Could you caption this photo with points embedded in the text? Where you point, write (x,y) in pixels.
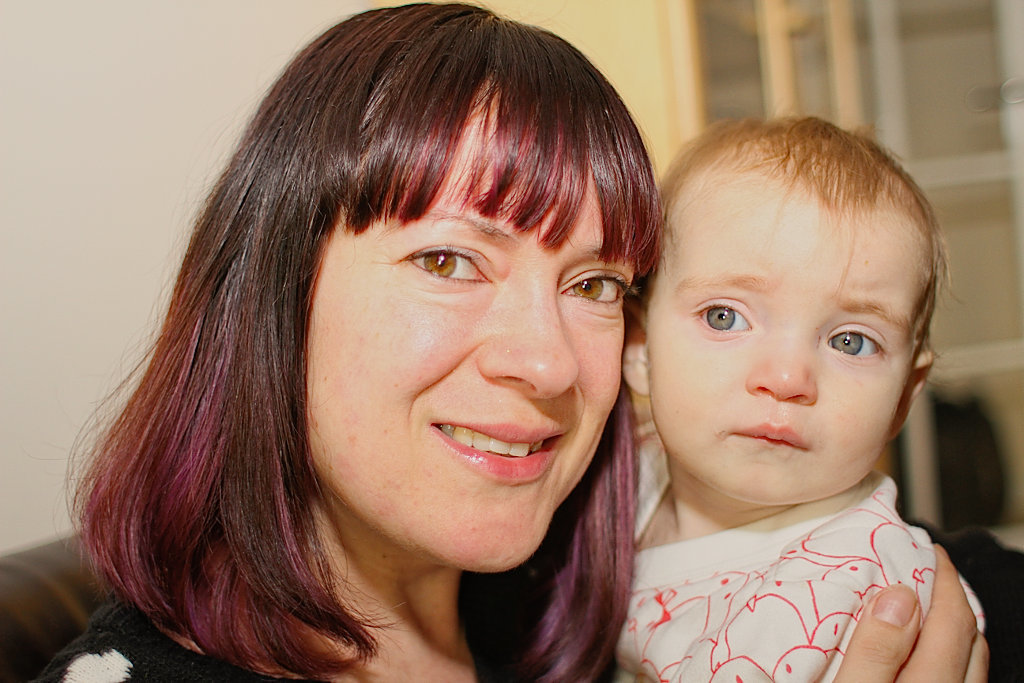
This image consists of a woman (343,321) holding a baby (853,181). in the background (135,162), there is a wall (283,21) along with a window (912,26).
